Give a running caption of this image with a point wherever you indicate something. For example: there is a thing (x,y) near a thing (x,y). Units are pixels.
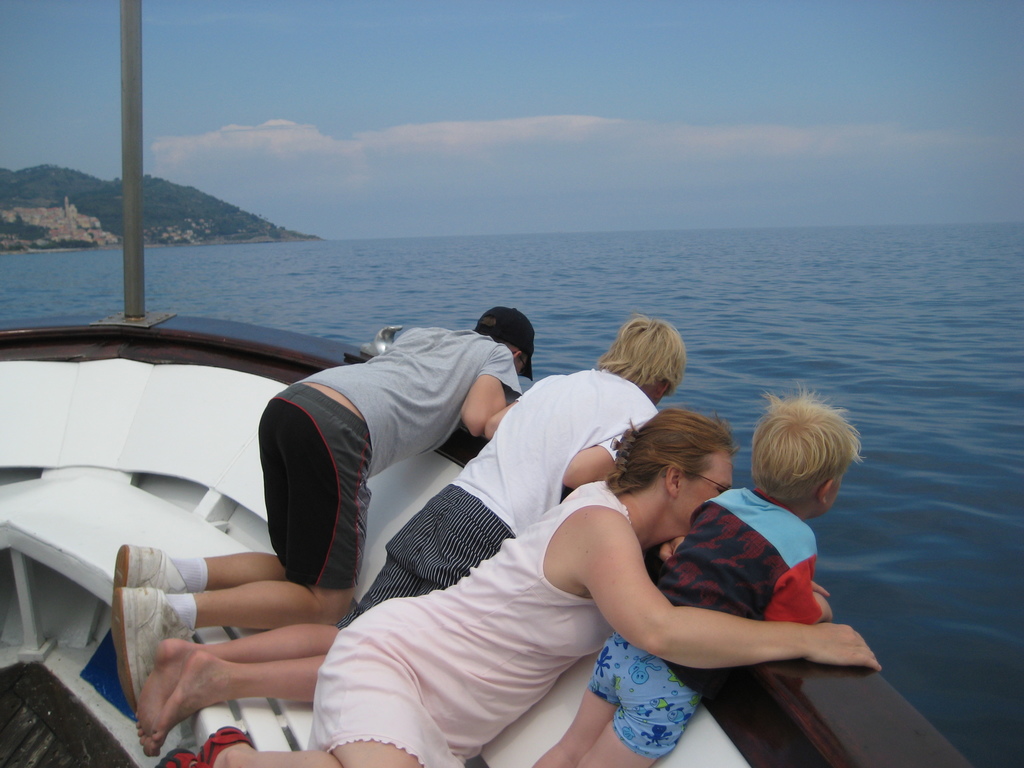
In this image there are people (346,385) in the boat (246,727). Left side (291,514) there is a person (435,352) wearing the cap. The boat (883,723) is sailing on the surface of the water (936,269). Left side (85,184) there are hills (62,198). Top of the image (375,192) there is sky (633,177) with some clouds (734,137).
